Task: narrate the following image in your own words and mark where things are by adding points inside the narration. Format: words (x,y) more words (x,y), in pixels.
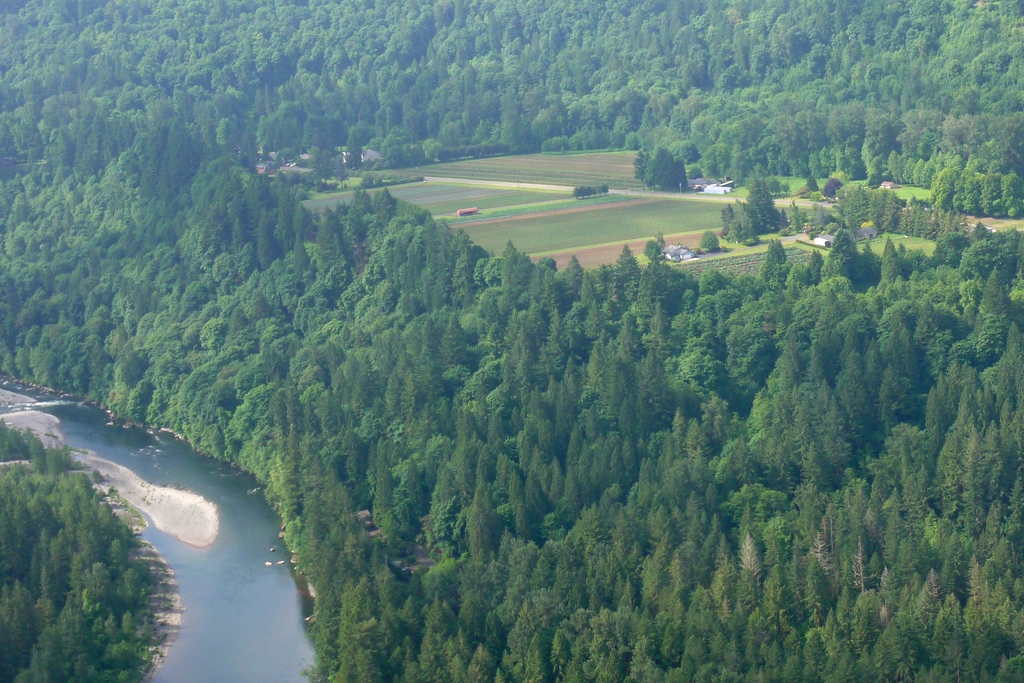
In this image I can see the water (150,521). To the side of the water (180,567) I can see many trees (388,285) and the ground (530,218).
